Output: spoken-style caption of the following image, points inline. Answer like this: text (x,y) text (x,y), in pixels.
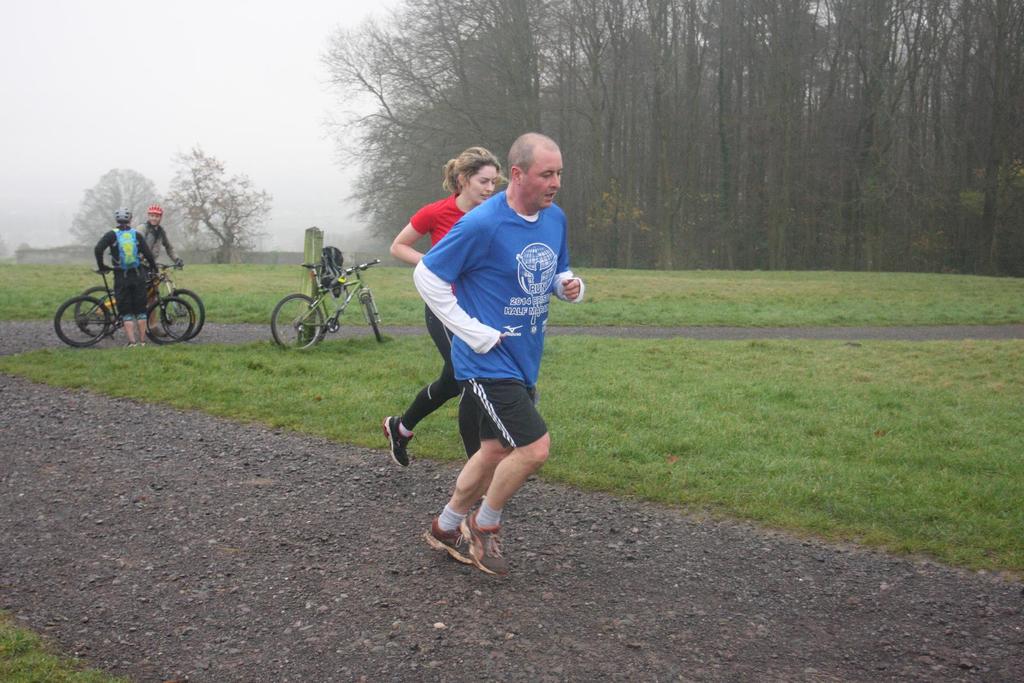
This image consists of four persons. In the front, two persons (531,421) are running. At the bottom (262,559), there is a road (689,572). And we can see the green grass (570,407) on the ground (998,453). In the background (294,305), we can see three cycles (342,305). On the right (783,217), there are trees (663,66). At the top (113,71), there is the sky (62,74).
